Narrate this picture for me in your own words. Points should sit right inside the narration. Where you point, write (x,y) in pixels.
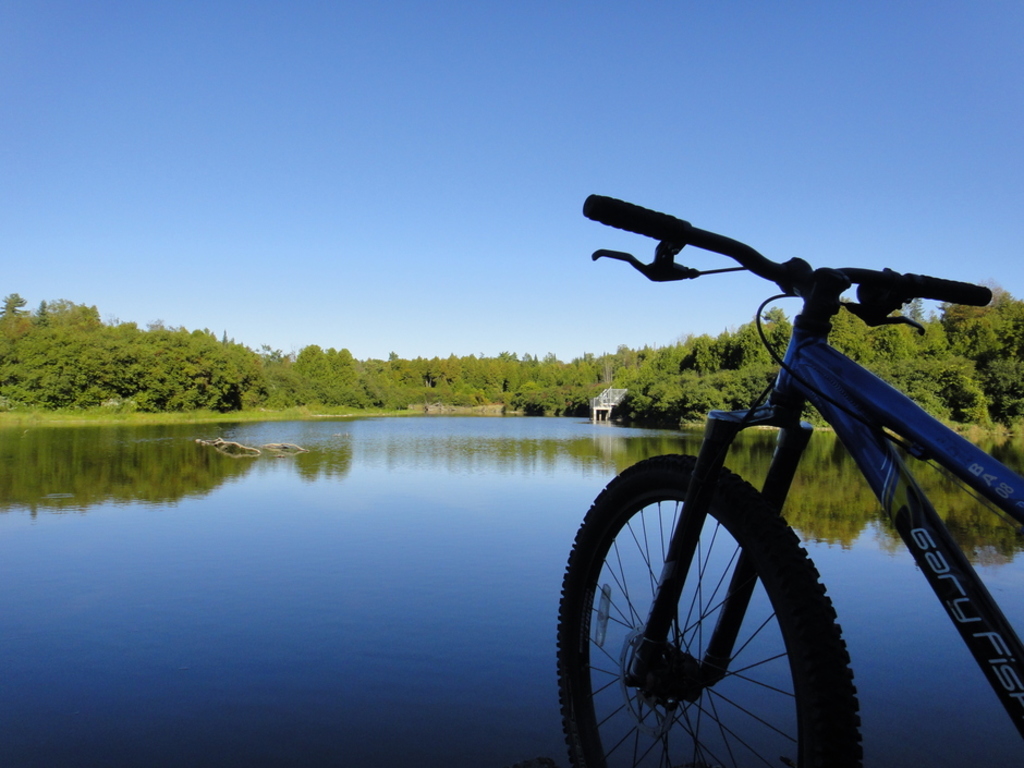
In the picture we can see a bicycle (809,588) on the right side of the image (949,437). Here we can see water (477,534), trees (549,398) and the blue color sky (551,149) in the background (259,238).
